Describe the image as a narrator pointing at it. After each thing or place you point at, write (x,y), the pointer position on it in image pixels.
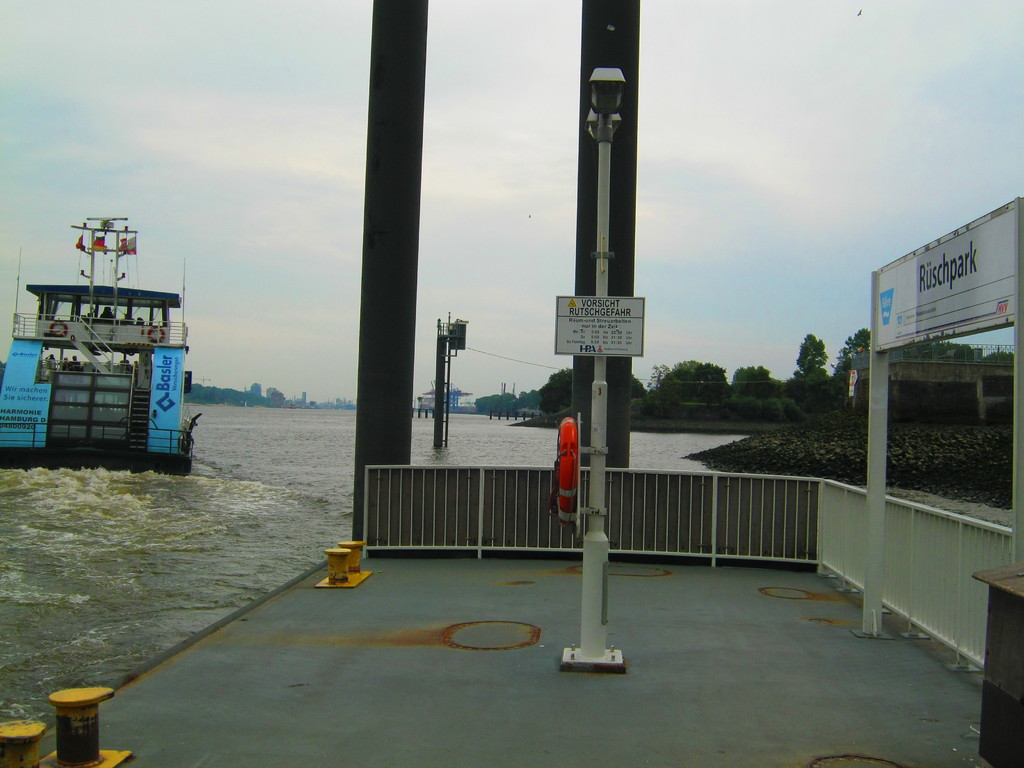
In this image, we can see poles (386,358), boards (1013,269), railing (721,521) and path (465,729). In the background (272,504), we can see poles (446,412), trees (864,342), water (451,426) and sky (796,122). On the left side of the image (97,425), we can see a ship (98,364) is above the water (131,514).
